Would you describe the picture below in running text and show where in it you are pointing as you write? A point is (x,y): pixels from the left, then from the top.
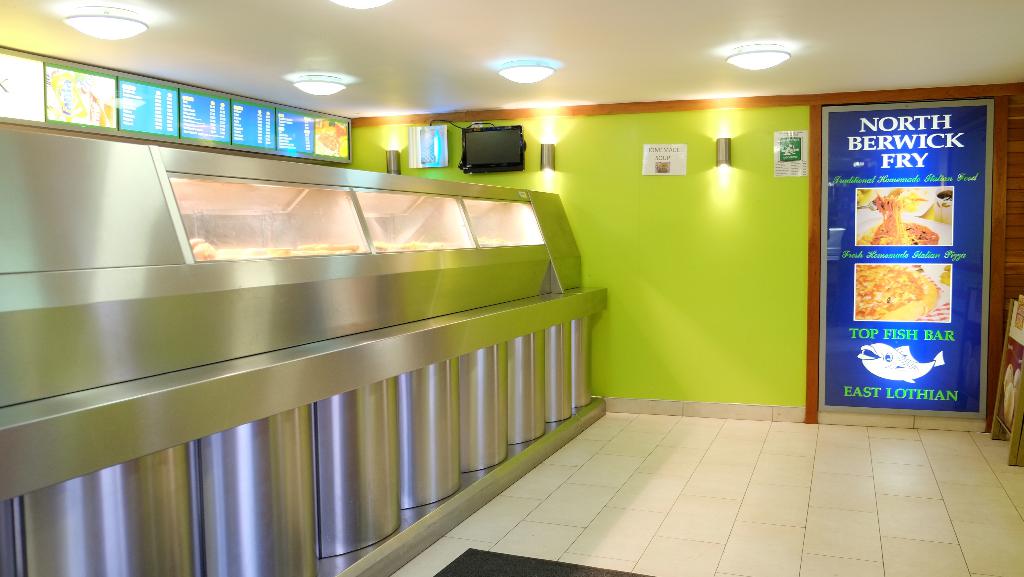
In this image we can see an inside view of a shop (410,329), there is an object (517,564) towards the bottom of the image (501,566), there are boards (267,136), there is text (206,119) on the boards (228,133), there is the wall (608,275), there is food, there are objects (486,164) on the wall (632,139), there is a board (839,184), there is text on the board (903,198), there is an object (1021,379) towards the right of the image (1015,391), there is roof (681,34) towards the top of the image (386,49), there are lights (89,25).
